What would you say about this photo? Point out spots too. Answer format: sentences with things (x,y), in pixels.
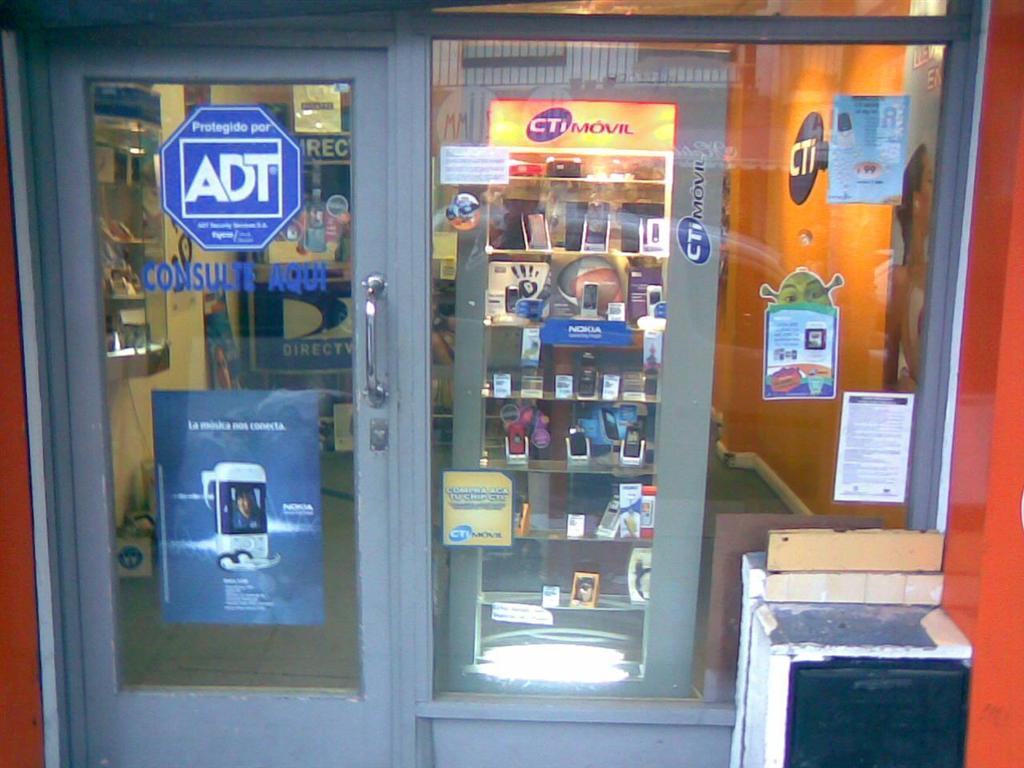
This is a picture of a mobile stall (872,25) where there are labels (883,465) stick to the glass (824,79), mobiles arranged in an order in the glass racks (617,184), wall (752,114), door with a door handle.
